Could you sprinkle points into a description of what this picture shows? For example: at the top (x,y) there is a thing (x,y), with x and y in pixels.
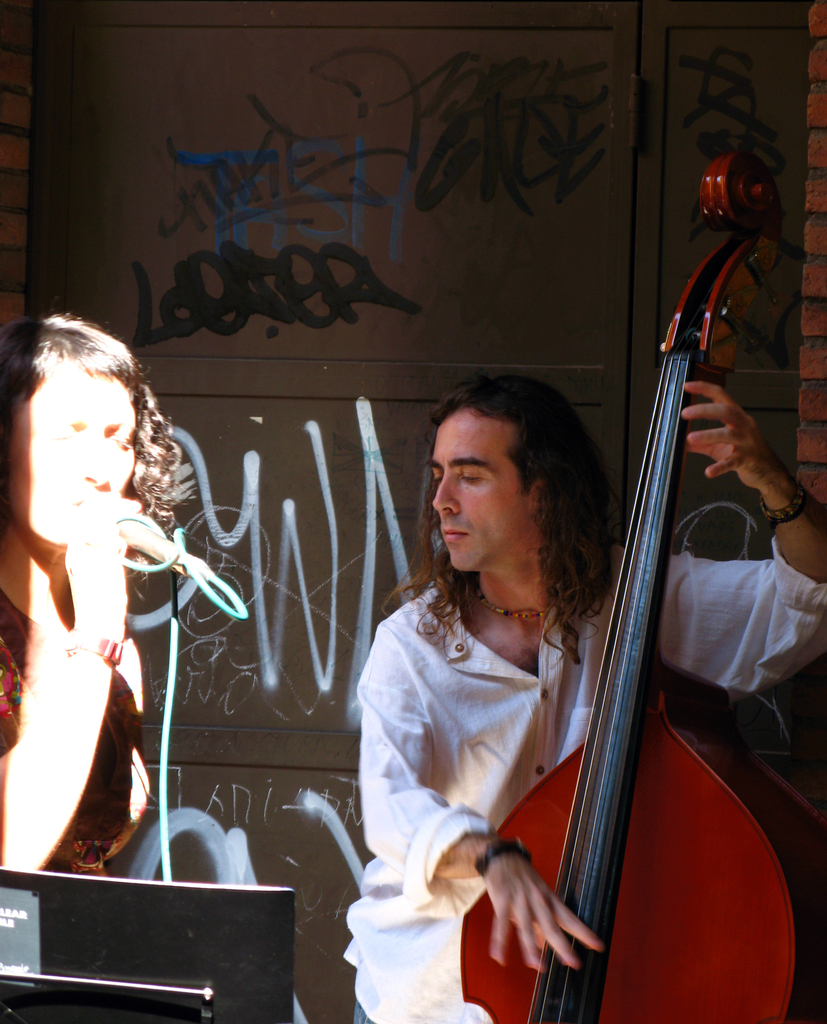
Here is a man (467,864) sitting and playing the musical instrument (648,924) and the woman (25,813) is singing a song using a mike (130,531).
